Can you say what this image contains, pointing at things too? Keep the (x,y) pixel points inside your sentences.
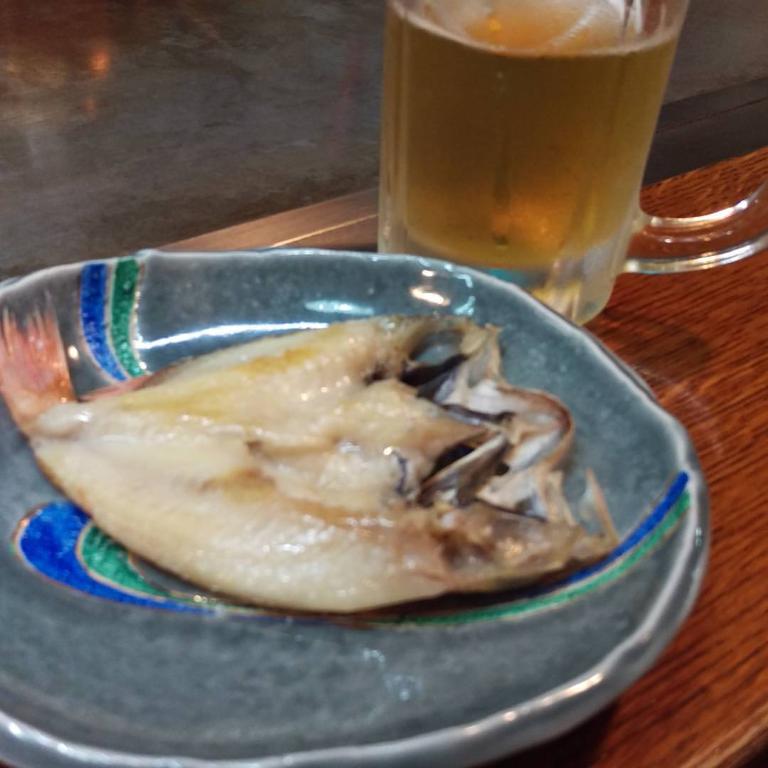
In this picture, we see a plate (407,603) containing fish (282,605) and a glass (457,224) containing liquid (579,125) are placed on the brown table (673,646). In the background (269,109), it is blurred.
